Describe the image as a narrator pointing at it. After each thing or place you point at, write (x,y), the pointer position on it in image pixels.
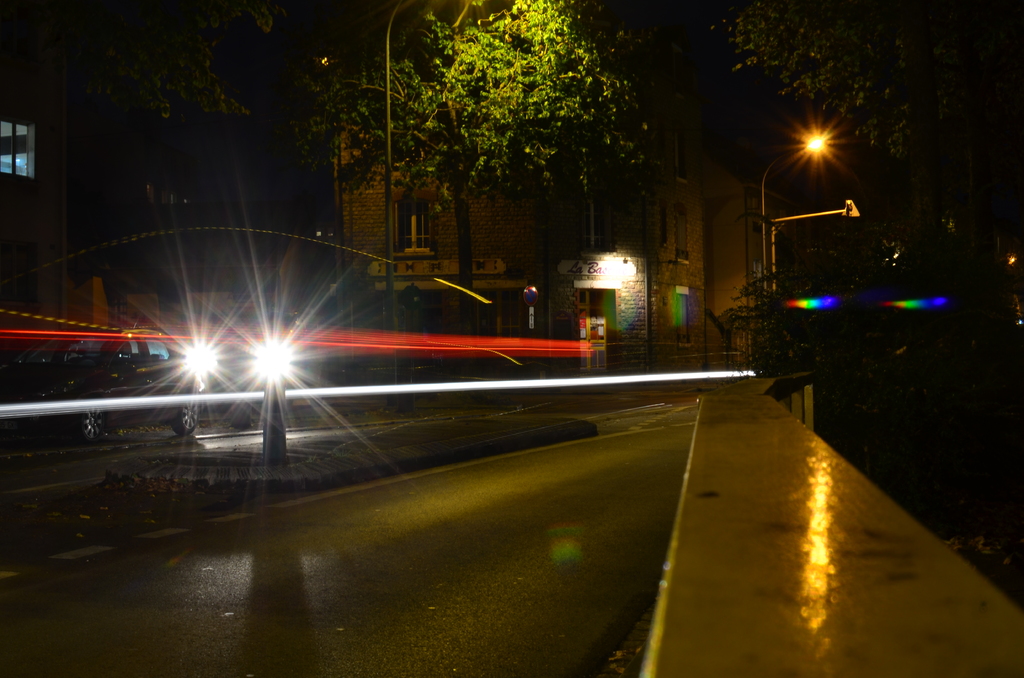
In this image we can see vehicle (48,357), light poles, trees (548,186) and we can also see the corners of the image are dark.
